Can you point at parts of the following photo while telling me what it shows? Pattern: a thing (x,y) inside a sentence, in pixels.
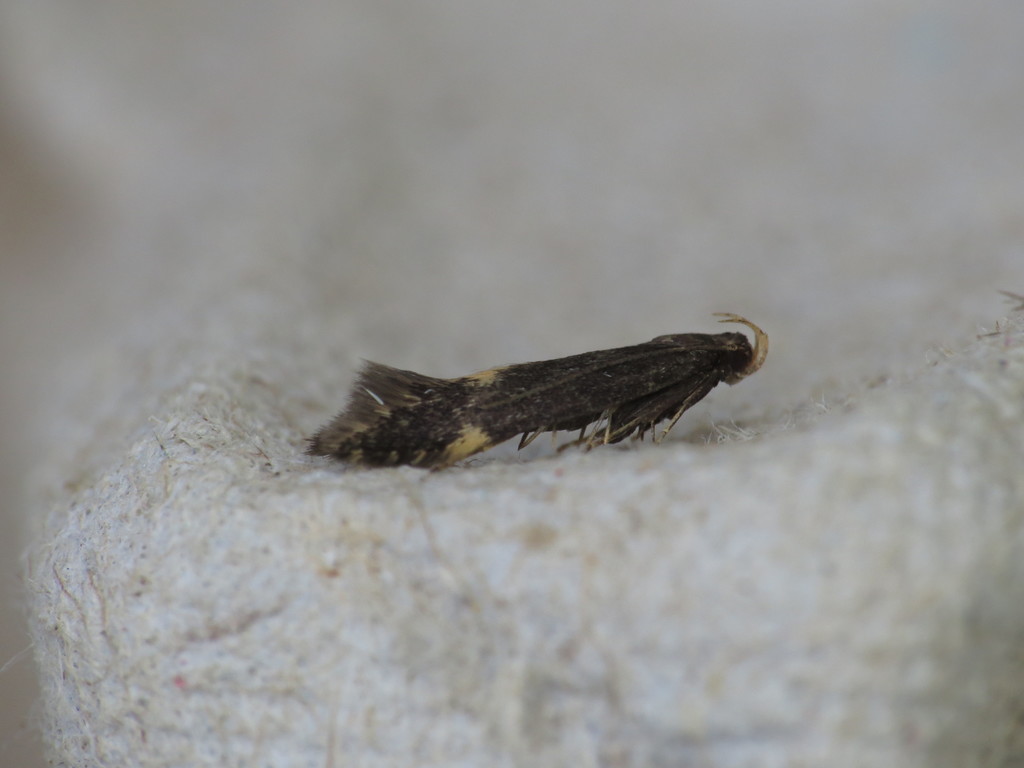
In this image I can see an insect (599,438) which is black and cream in color on the white colored object (546,572). I can see the blurry background (491,19).
